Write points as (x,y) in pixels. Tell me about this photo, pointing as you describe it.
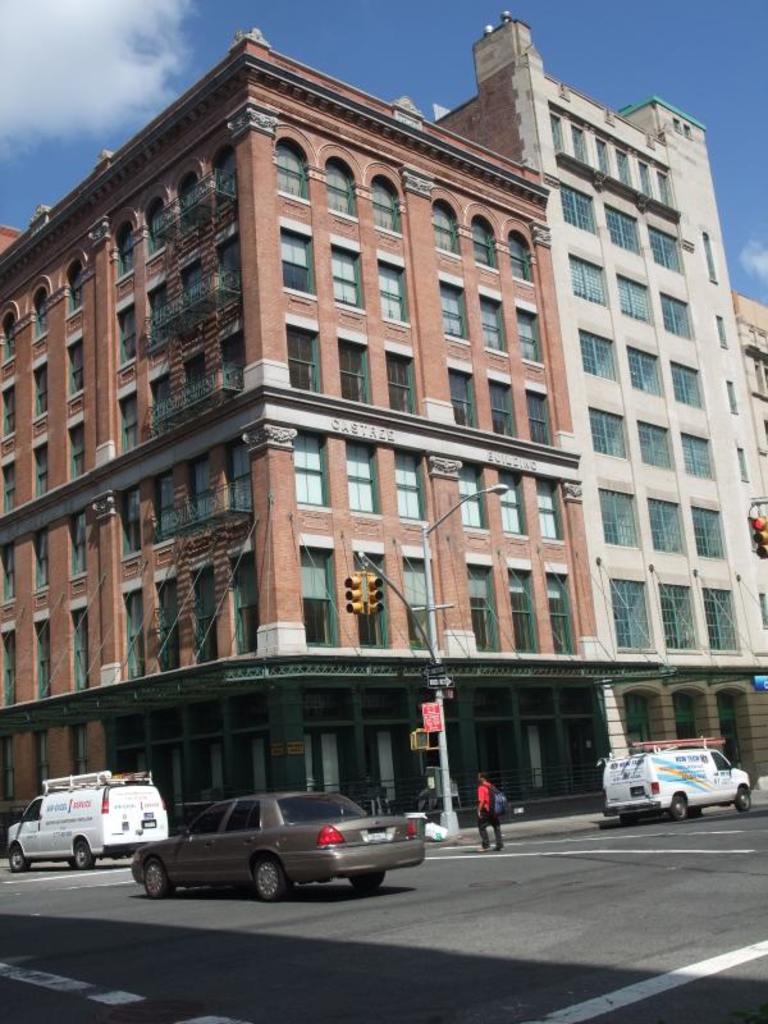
In the picture we can see buildings (373,631) with windows (520,631) and glasses (127,242) to it and near to the building (557,455) we can see a pole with light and one pole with traffic light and on the road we can see some vehicles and a man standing near to the path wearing a bag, and in the background (37,170) we can see the sky (326,34) with clouds (58,73).
